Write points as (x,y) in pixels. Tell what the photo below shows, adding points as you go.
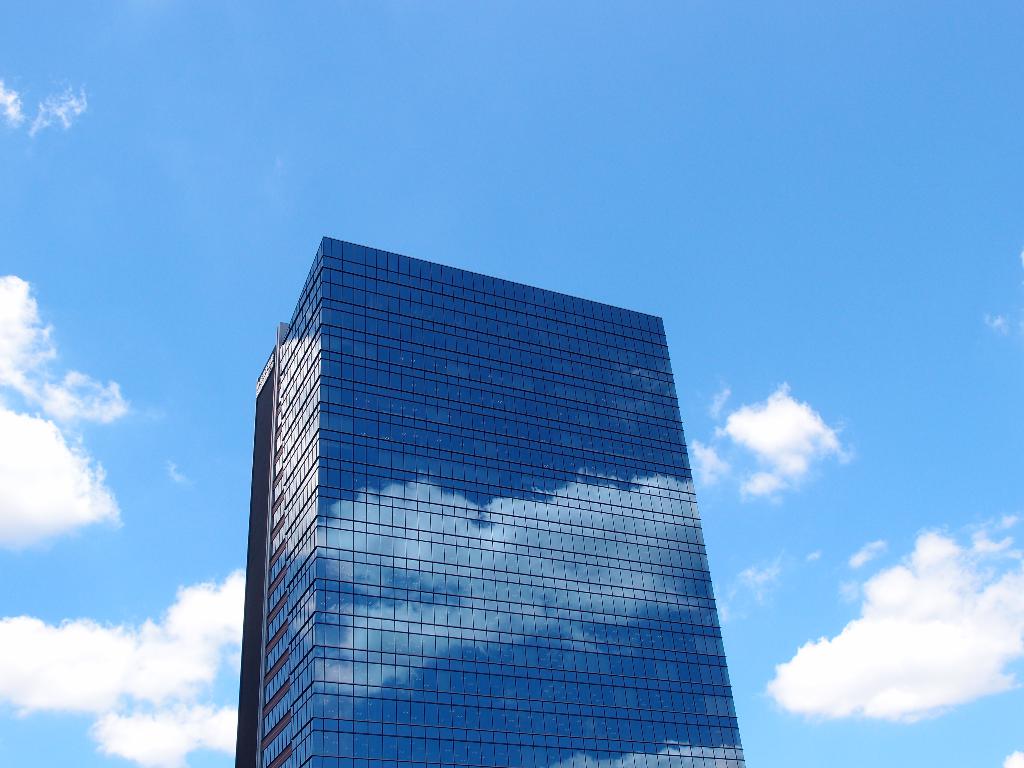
In this image in the center (404,507) there is a building (254,562), and at the top (389,121) there is sky (243,183).
